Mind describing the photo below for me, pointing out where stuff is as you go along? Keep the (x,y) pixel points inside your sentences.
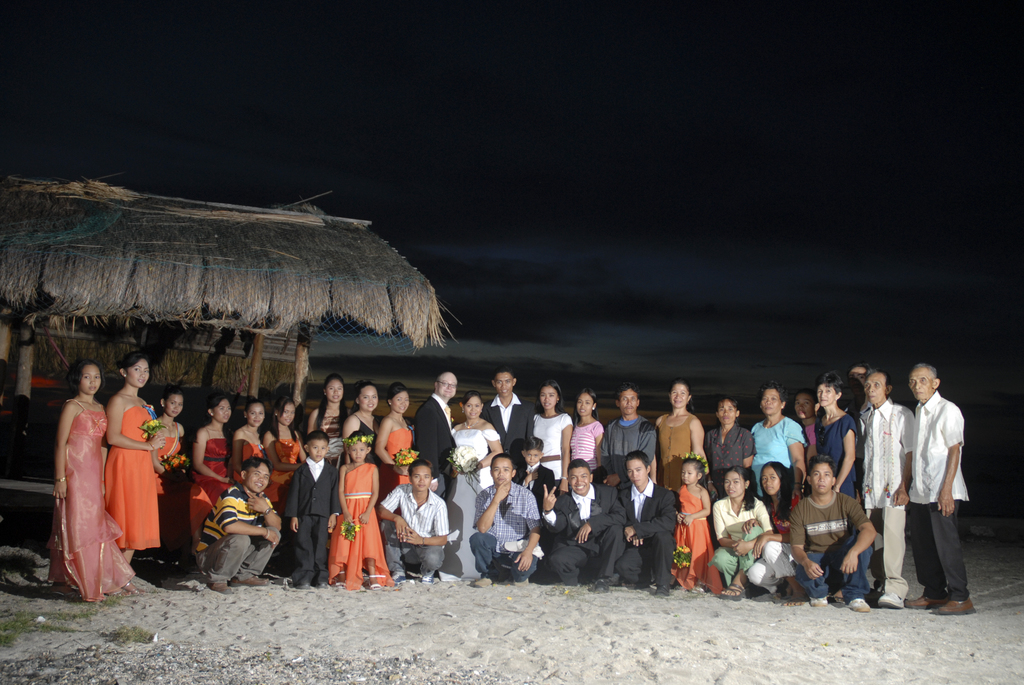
In this picture I can see a group of people (401,471) and looks like a hut (168,257) in the background (193,235) and I can see sky (406,119).
